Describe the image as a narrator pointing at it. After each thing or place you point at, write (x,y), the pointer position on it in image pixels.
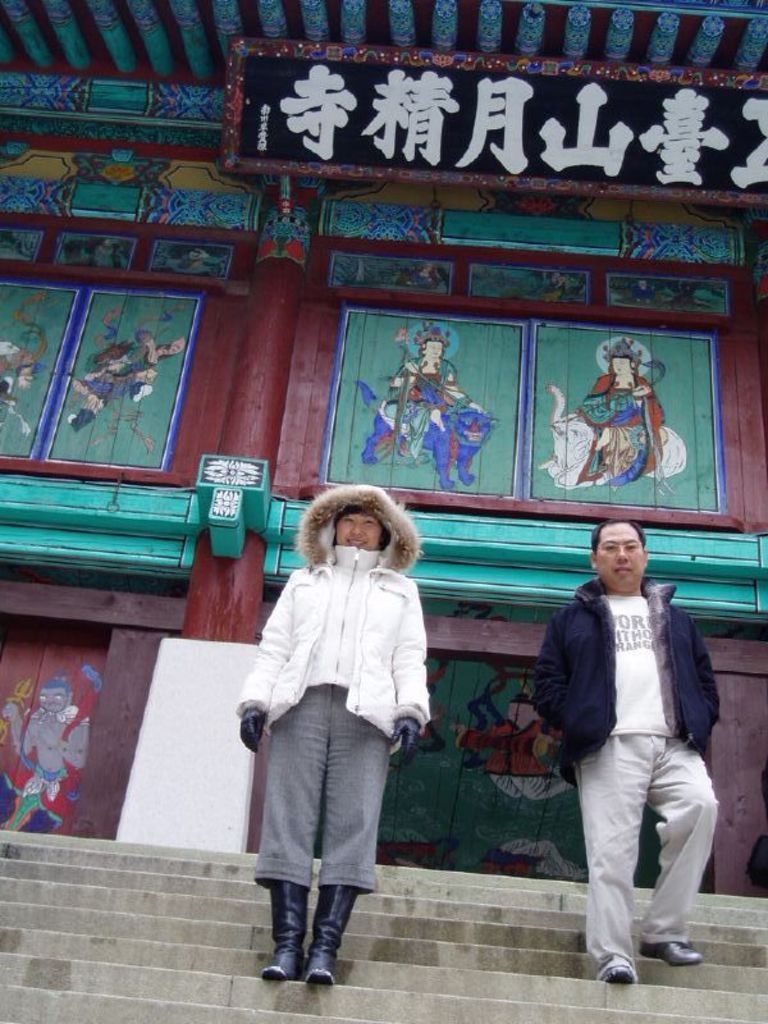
In this image we can see a man (609,792) and woman (294,770) are standing on stairs (503,989). Woman (337,684) is wearing white color jacket (376,631) with grey pant (303,813) and the man (626,701) is wearing blue color jacket (668,678) with white t-shirt (634,690) and pant (697,808). Behind them wooden wall (349,368) is present. On wall (665,398) paintings (345,415) are there. Top of the image (298,111) banner (245,101) is there with some text (491,111).
